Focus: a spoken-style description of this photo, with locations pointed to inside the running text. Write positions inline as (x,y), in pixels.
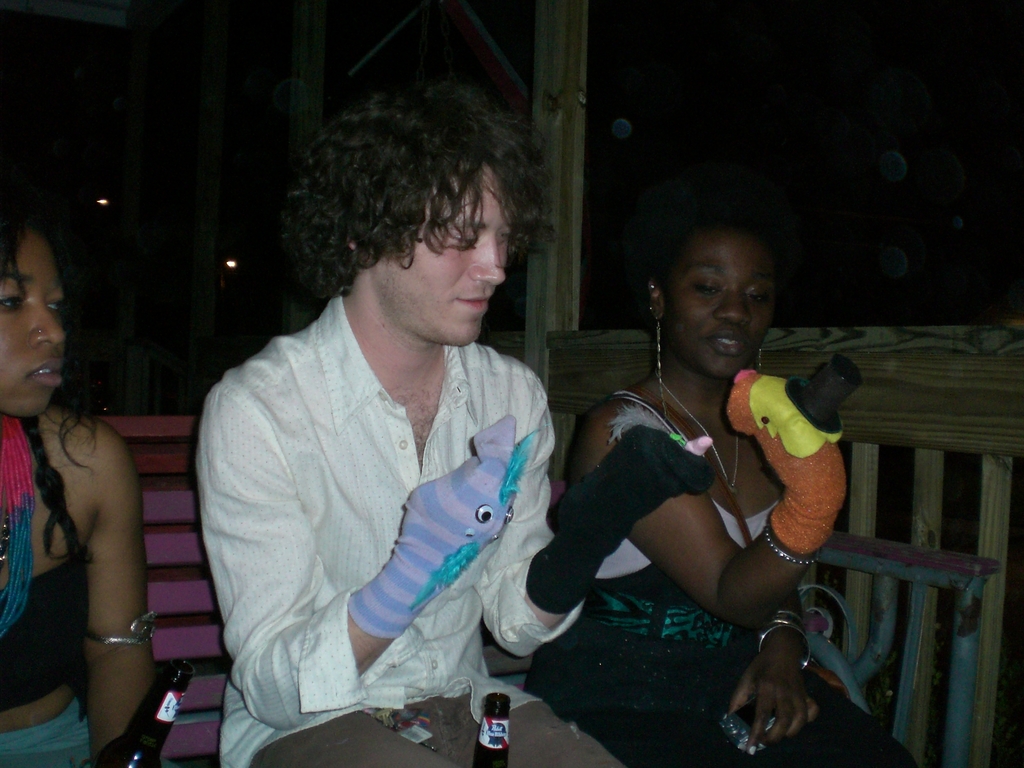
In this image, we can see three people (641,606) are sitting on the bench (203,730). Few are smiling and wearing hand gloves puppet (768,390). Here we can see bottles (477,757). A woman (731,690) is holding a camera (742,743). Background (643,376) we can see pillars (578,131), wooden fencing (945,422), lights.
